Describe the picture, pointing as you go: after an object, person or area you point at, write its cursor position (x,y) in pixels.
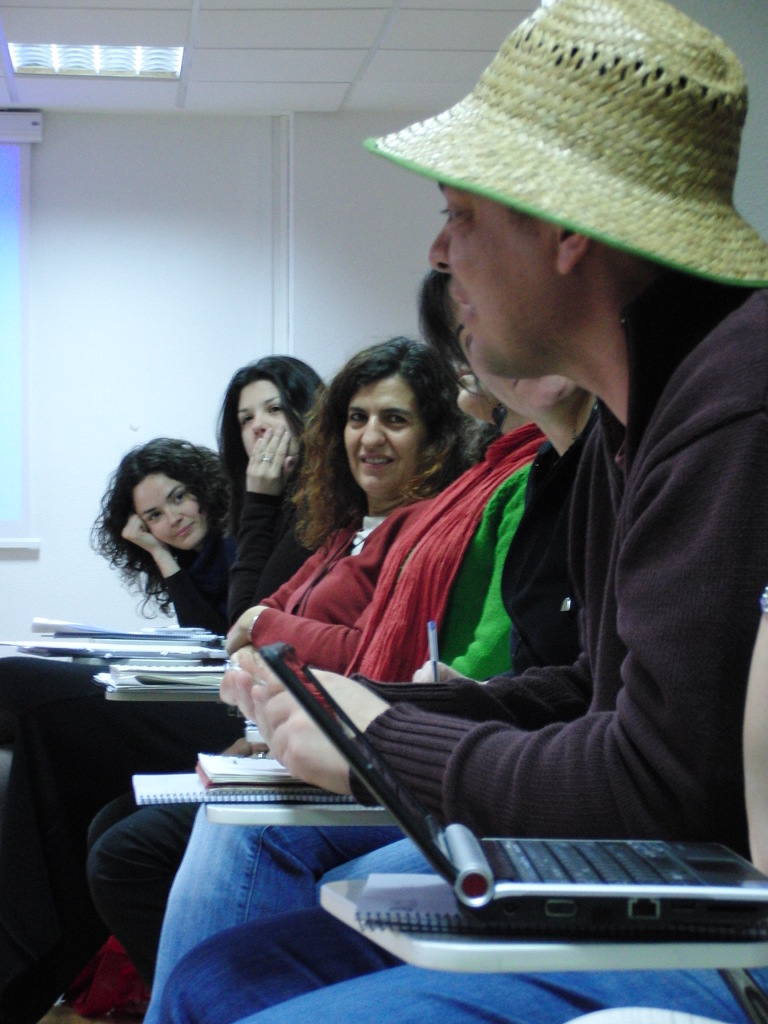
In this image I can see number of persons (621,526) are sitting on chairs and in front of them I can see few books (191,679) and laptops (546,844). I can see the wall (219,263), the ceiling (252,58), a light (158,48) to the ceiling (134,40) and a screen (19,158).
